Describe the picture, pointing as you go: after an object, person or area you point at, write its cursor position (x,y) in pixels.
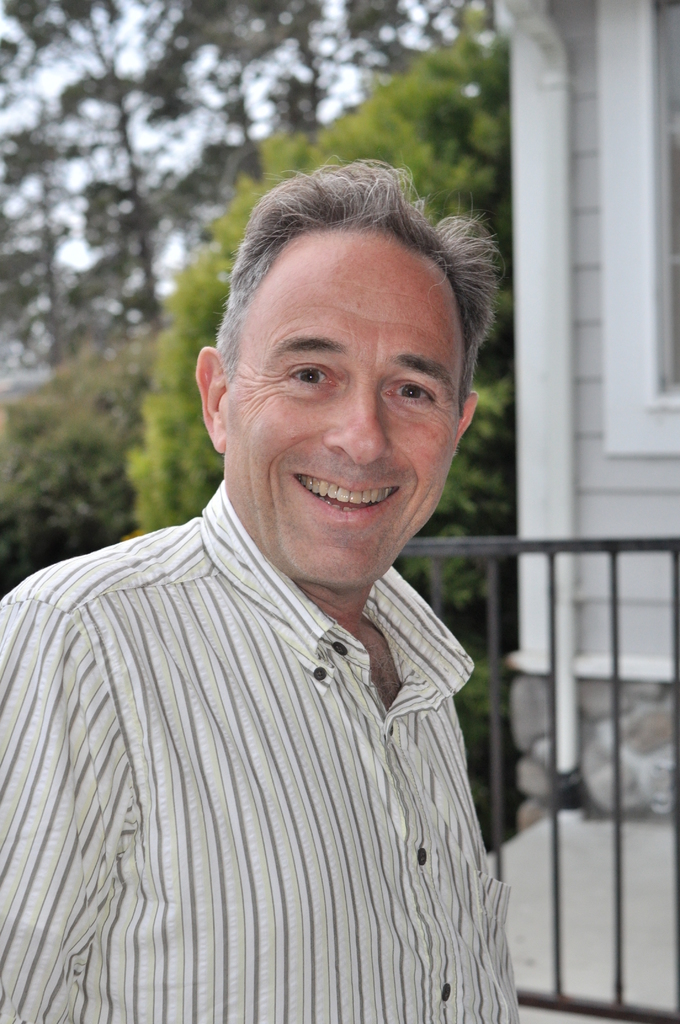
In this picture there is a person (372,538) smiling and there is a building (599,393) in the right corner (659,250) and there are trees (199,216) in the background (121,170).
